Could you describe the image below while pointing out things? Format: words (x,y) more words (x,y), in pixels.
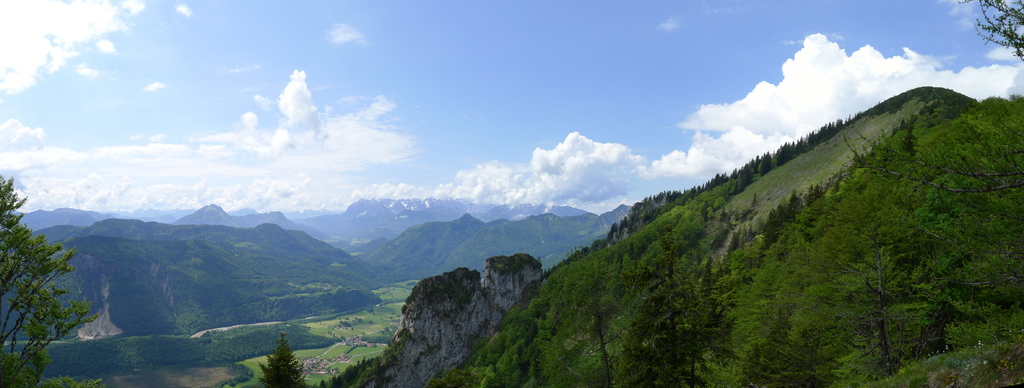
In this image I can see hills (259,248) and there are clouds (389,146) in the sky (409,135).
